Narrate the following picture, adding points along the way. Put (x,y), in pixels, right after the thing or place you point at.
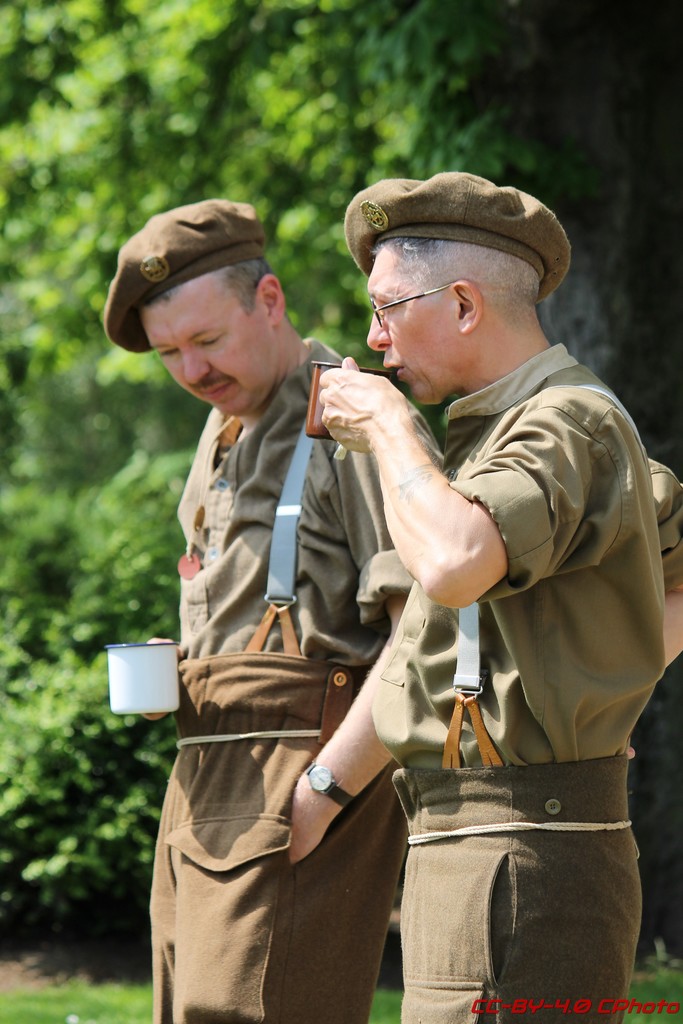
In the image in the front (282,651) there are persons (322,673) standing and holding cups (136,673) in their hands (347,442). In the background (256,194) there are trees (288,177). In the front (525,532) there is a man (518,676) standing and drinking.
